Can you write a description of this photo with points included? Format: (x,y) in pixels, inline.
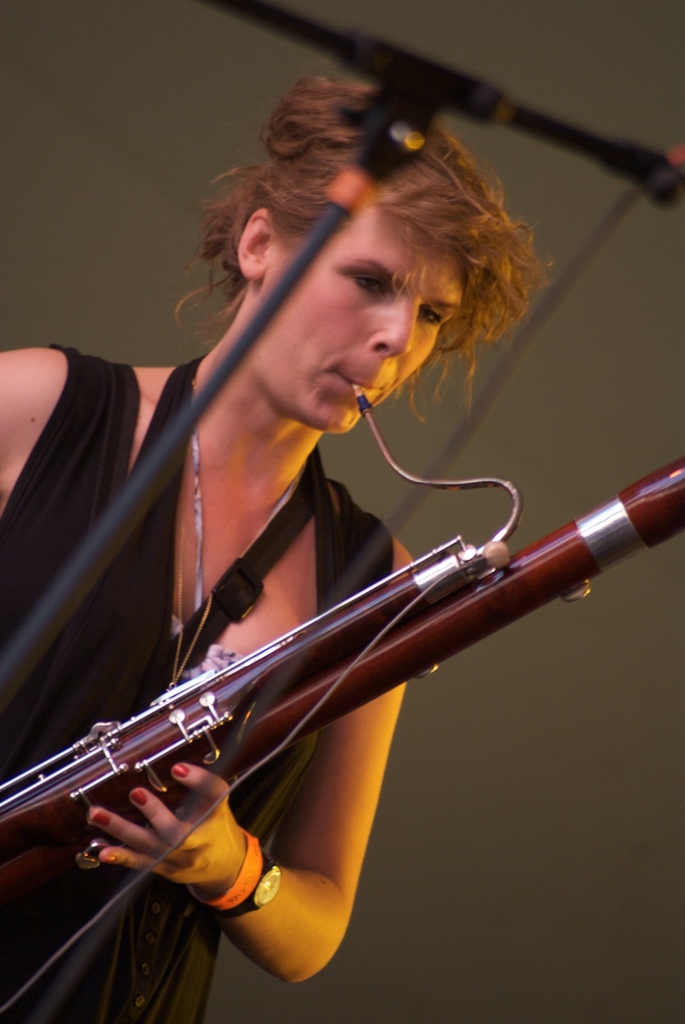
A beautiful woman (416,198) is playing the musical instrument (395,589). She wore a black color dress (150,506).
